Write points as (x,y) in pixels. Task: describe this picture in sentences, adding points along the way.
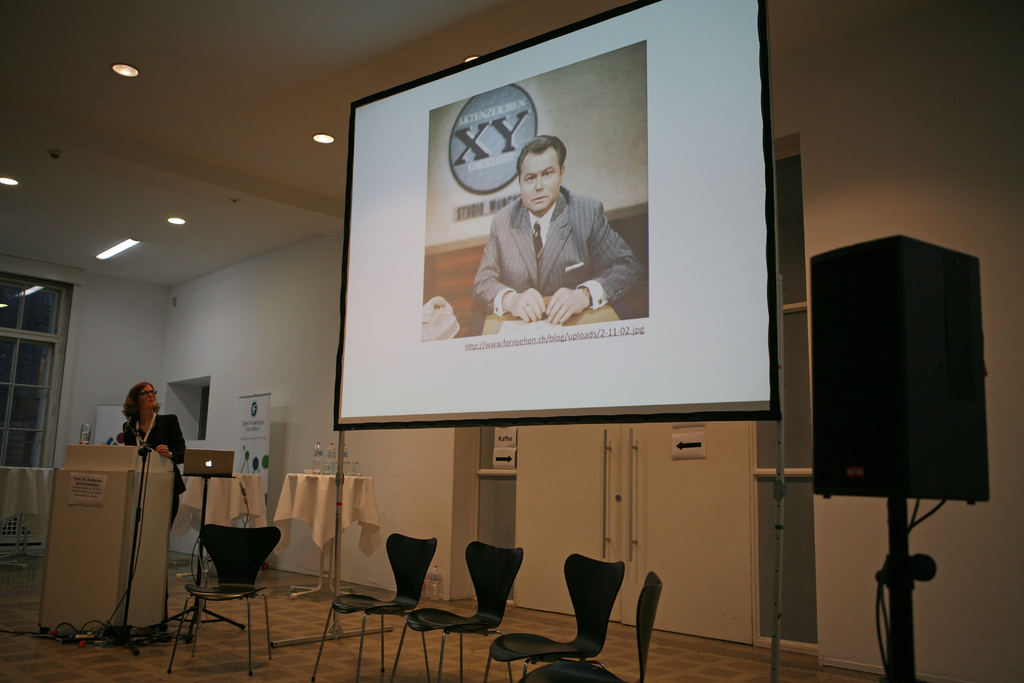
In this image I can see a person (161,454) is standing in front of the podium (163,532). I can see a stand (146,442), few chairs (642,652), laptop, screen (644,412), banner (240,462), windows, wall (932,552) and few objects (332,471) on the table (295,490). At the top (184,212) I can see few lights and the ceiling (197,126).
